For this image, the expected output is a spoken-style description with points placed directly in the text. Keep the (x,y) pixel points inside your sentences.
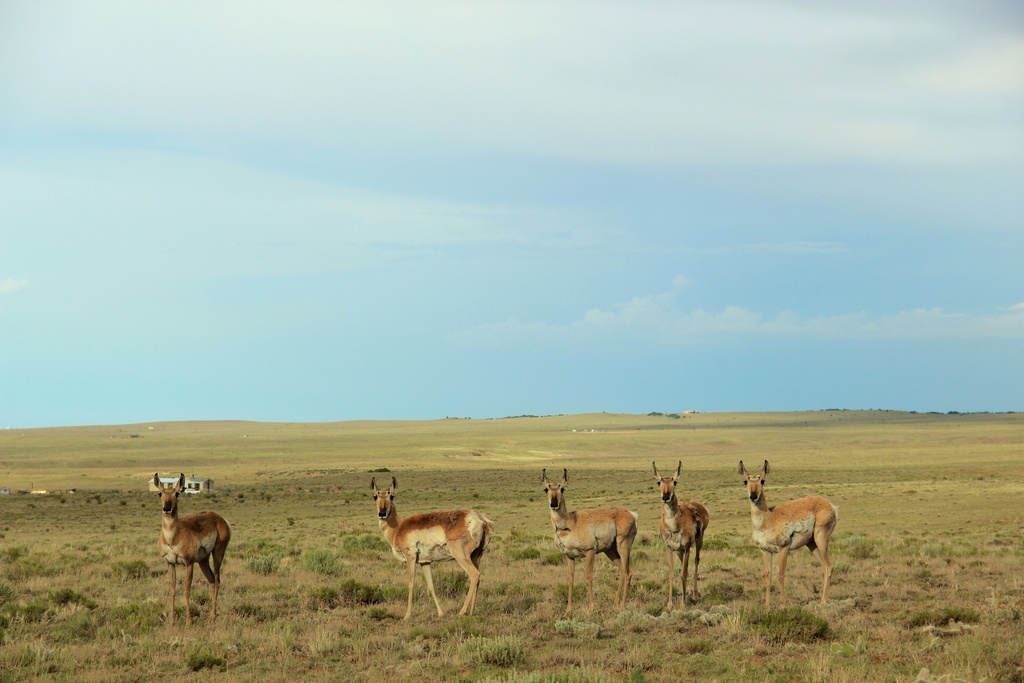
In this image we can see a herd (691,513) standing on the grass (343,582), shed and sky (834,163) with clouds (837,151).
